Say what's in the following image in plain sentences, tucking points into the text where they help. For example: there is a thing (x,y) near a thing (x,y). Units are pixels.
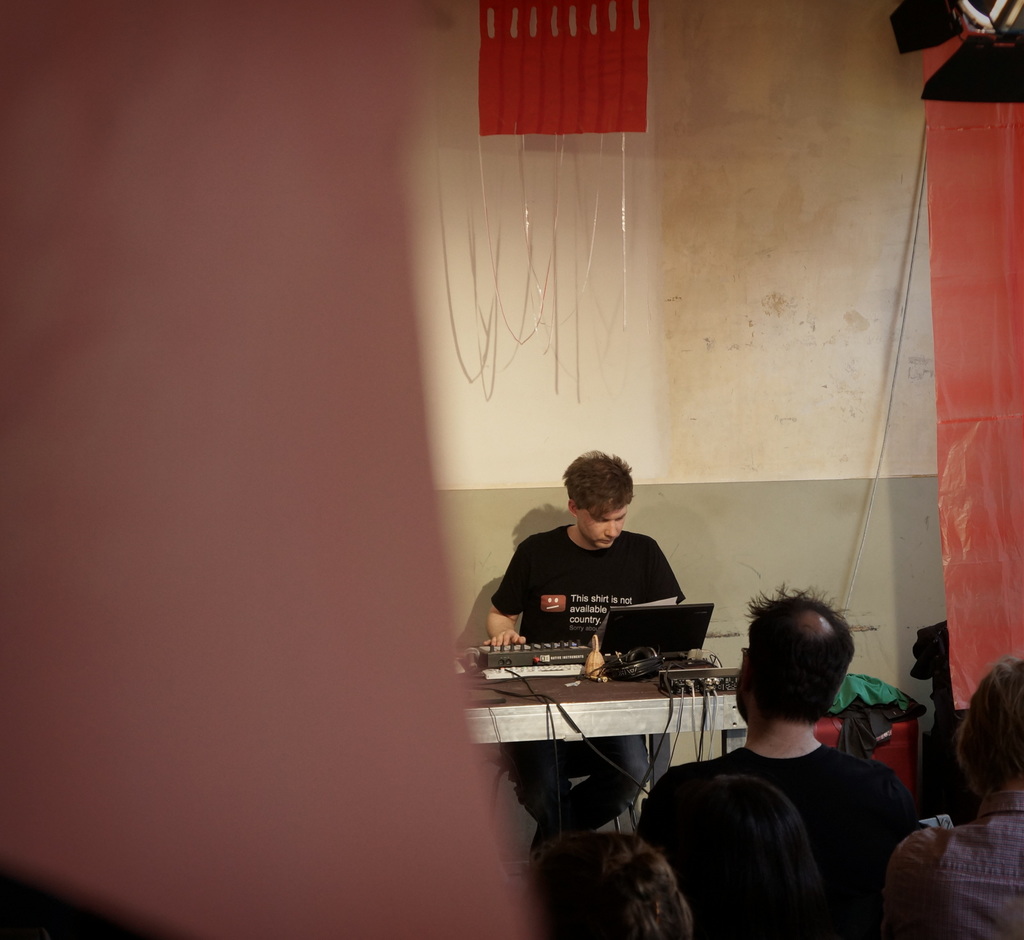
In this picture we can see group of people (616,558) a person (597,618) is seated on the chair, and he is operating a machine (563,645) which is on the table (609,692).
